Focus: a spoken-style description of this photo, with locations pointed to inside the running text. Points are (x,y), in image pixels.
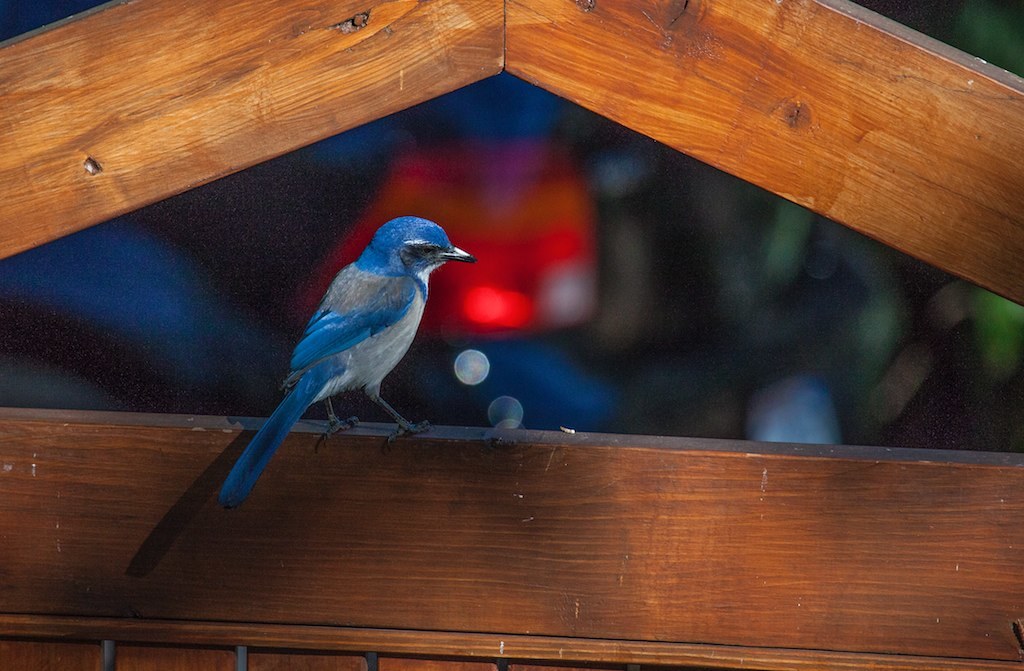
In this image, we can see a bird (338,327) on the wooden object (79,202) and the background (387,180) is not clear.
